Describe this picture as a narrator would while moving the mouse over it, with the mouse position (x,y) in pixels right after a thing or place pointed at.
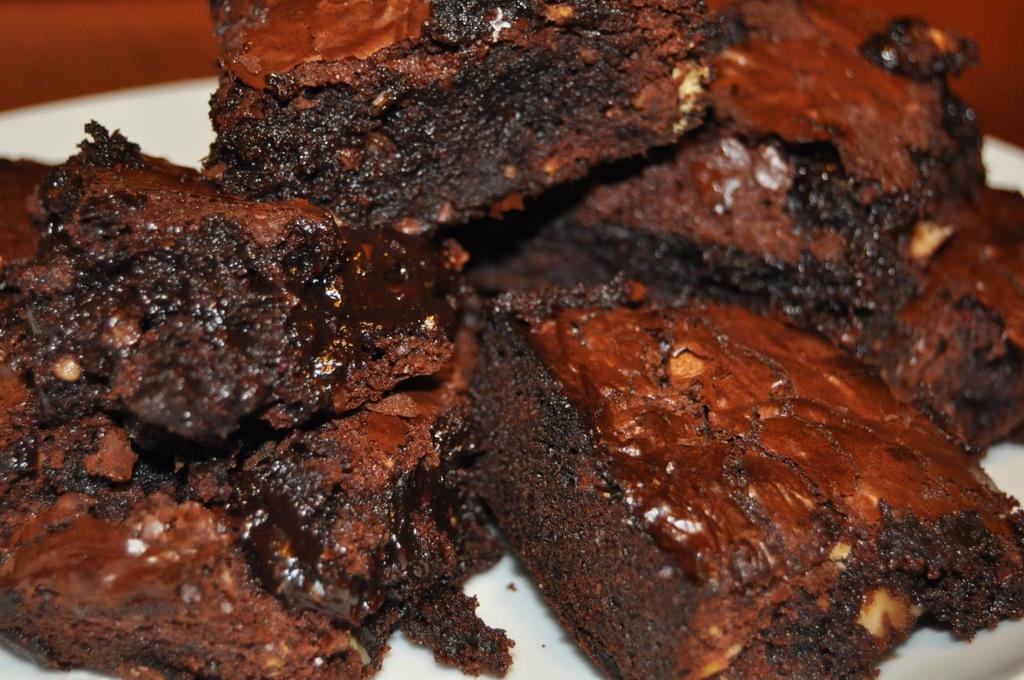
In this picture we can see food items (496,382) on a plate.
